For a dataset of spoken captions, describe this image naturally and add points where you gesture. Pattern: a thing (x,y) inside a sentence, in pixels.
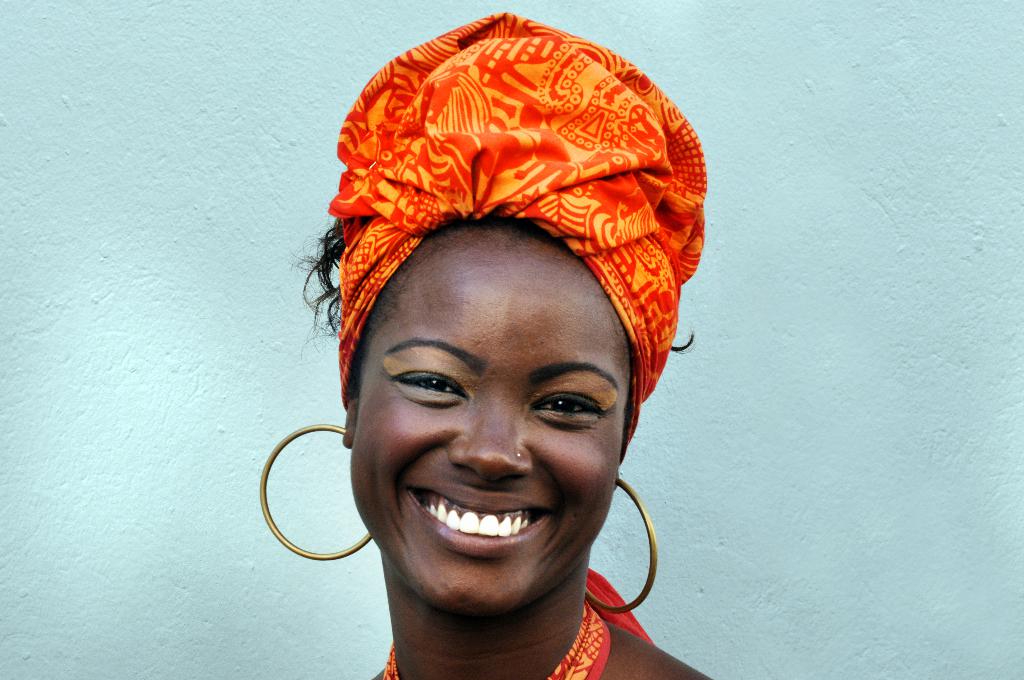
In this picture there is a woman (477,588) smiling. At the back (200,430) there is a wall (194,401).
